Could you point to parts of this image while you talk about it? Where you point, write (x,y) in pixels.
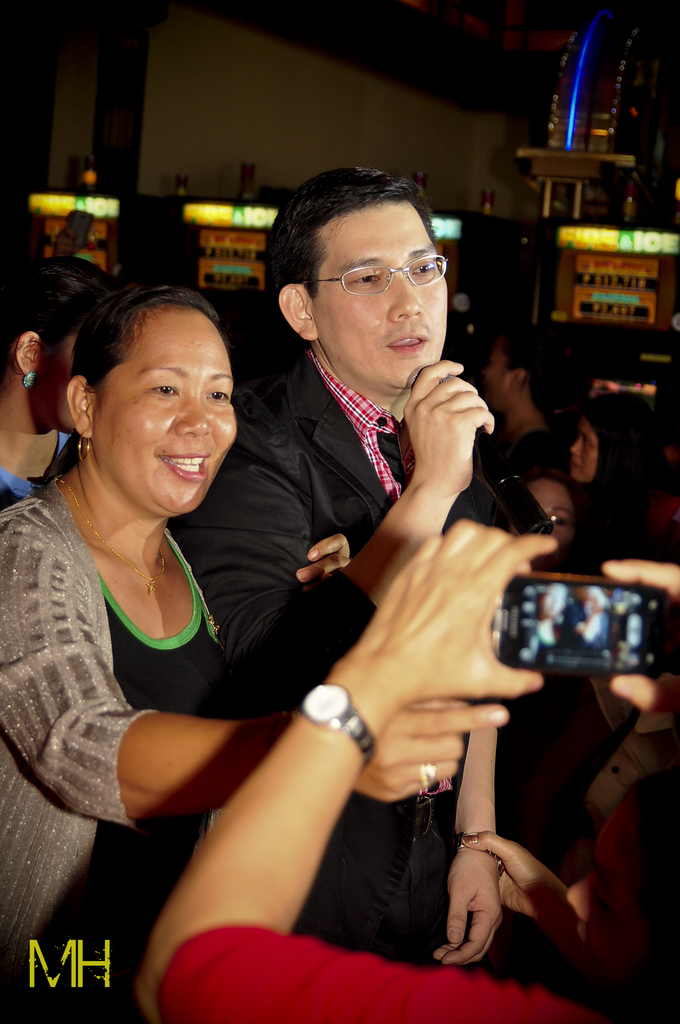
Here we can see a couple of people (285,303) standing in the middle (240,666) and the person (399,568) on the right (461,497) is speaking something in the microphone (500,480) present in his hand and in front of them there is person (642,691) who is clicking pictures of them in the mobile phone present in their hand (469,653) and behind them also we can see people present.
